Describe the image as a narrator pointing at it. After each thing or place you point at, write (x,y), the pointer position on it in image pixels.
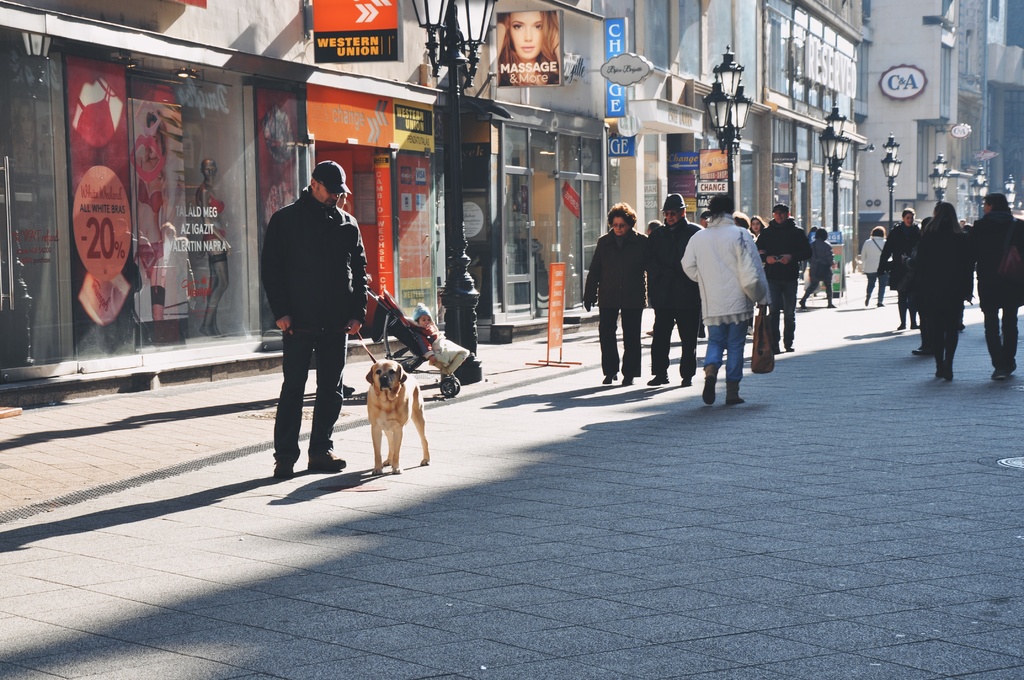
In this image I can see a group of people (939,246) who are walking on the road (528,465) and the person (300,251) on the left side (318,222) is wearing a black hat (323,165) and holding a dog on the street (358,425). Behind this man (292,367) I can see there are buildings (224,90), street lights (833,136) and board (527,58).
